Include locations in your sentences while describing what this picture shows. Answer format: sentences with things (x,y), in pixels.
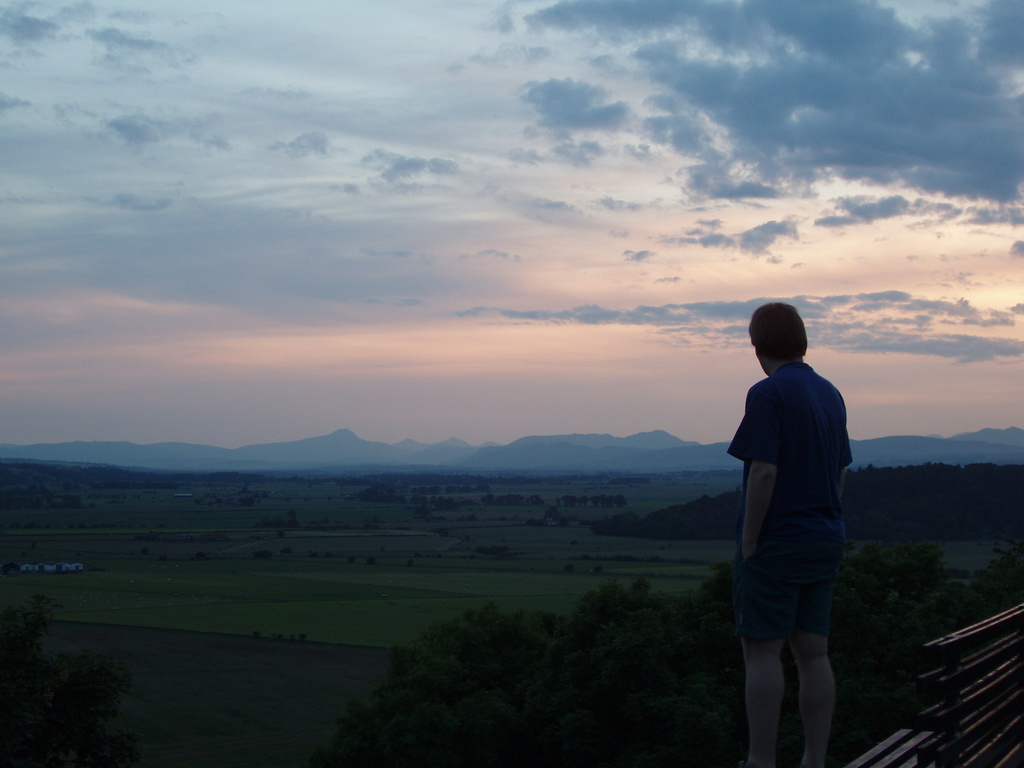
This image is taken outdoors. At the top of the image (63,144) there is the sky (675,290) with clouds (737,81). In the background (318,444) there are a few hills (699,449). In the middle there is a ground (206,612) with grass (331,628) on it. There are a few trees (581,704) and plants (93,707) on the ground (32,510). On the right side of the image (944,669) there is an empty bench (952,702). A kid (830,709) is standing on the ground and there are a few trees (614,673).
